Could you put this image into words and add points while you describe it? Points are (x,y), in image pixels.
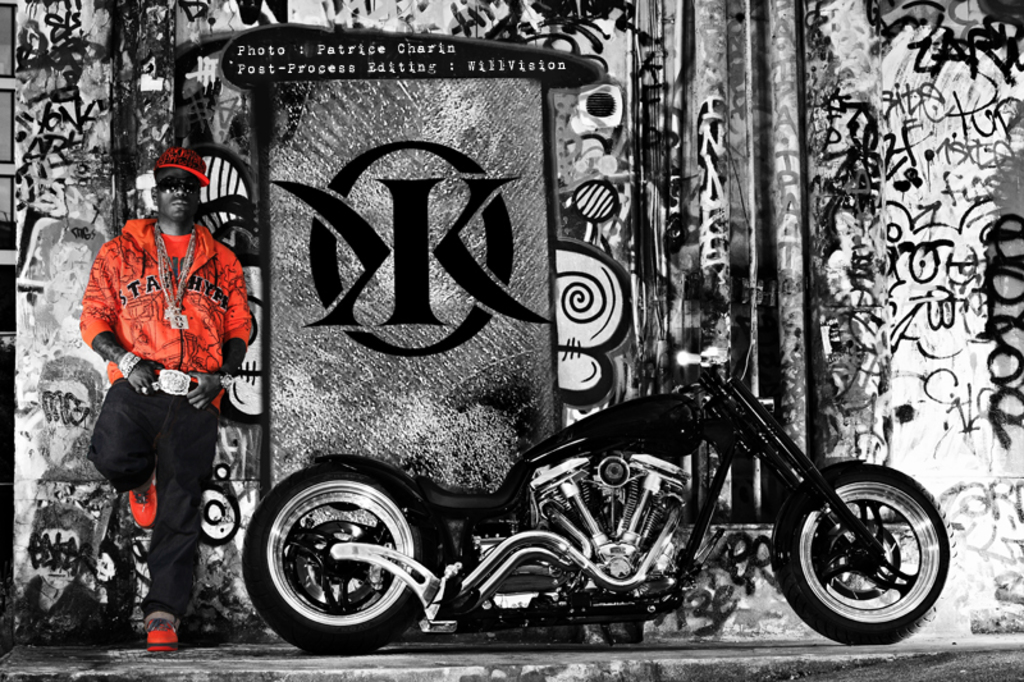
In the image we can see there is a person (201,293) standing and he is wearing red colour jacket (156,319). Beside him there is a bike (644,486) kept on the ground (876,659) and there is graffiti (971,112) done on the wall (972,172). The image is in black and white colour.
